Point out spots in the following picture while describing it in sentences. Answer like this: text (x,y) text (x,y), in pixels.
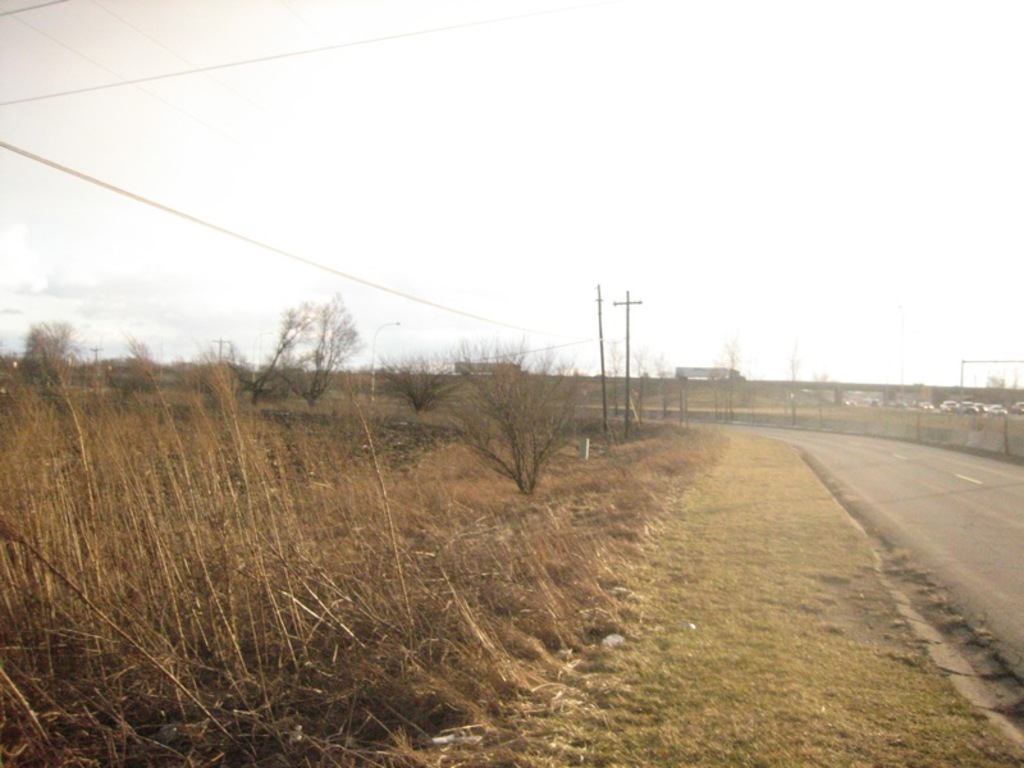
In this image there is a road (880,476) on the right side (907,504). On the left side (319,424) there is land (341,509) on which there is grass (442,584). There are two electric poles (602,382) on the footpath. At the top (608,115) there is the sky (605,121).
